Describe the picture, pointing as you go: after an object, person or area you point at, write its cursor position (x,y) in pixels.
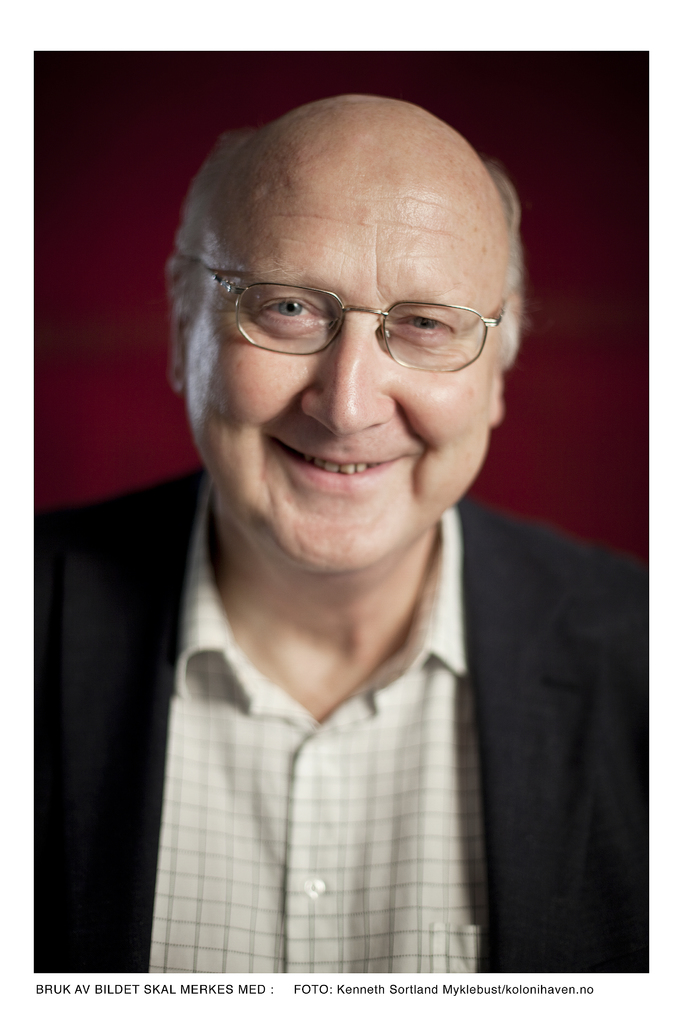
In this image, I can see the man (357,766) smiling. He wore a shirt (177,812), suit (105,736) and spectacle (249,299). The background (587,513) looks maroon in color. I think these are the watermarks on the image.
